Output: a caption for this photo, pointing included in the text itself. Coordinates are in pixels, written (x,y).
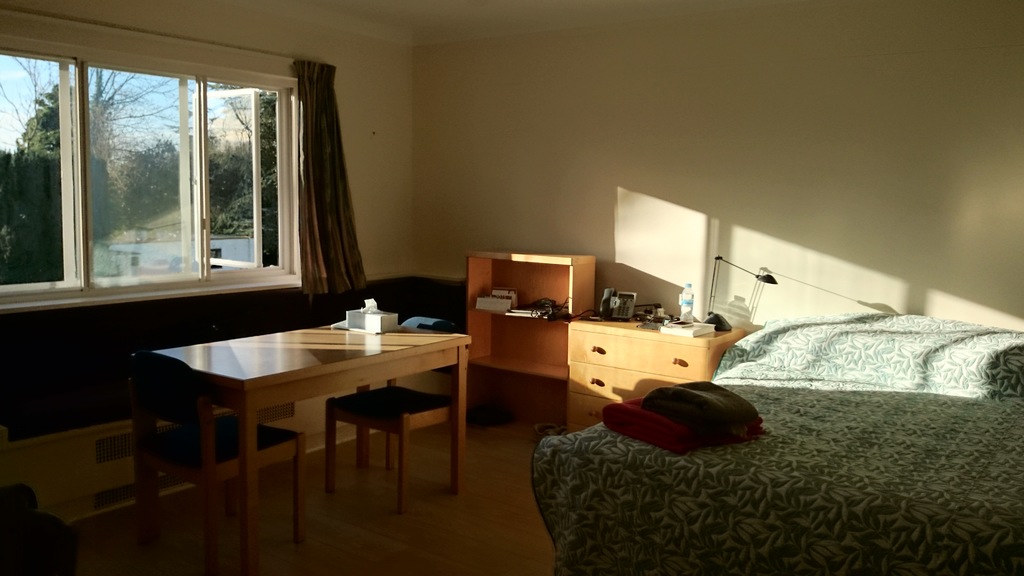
In this image i can see a bed (855,425) and few towels (688,420) on it, i can see a table (292,393), 2 chairs (222,423) and drawer (601,341). In the background (402,244) i can see a curtain (304,111), a wall (448,149) and a window (127,155) through which i can see trees (31,164) and sky (26,88).
